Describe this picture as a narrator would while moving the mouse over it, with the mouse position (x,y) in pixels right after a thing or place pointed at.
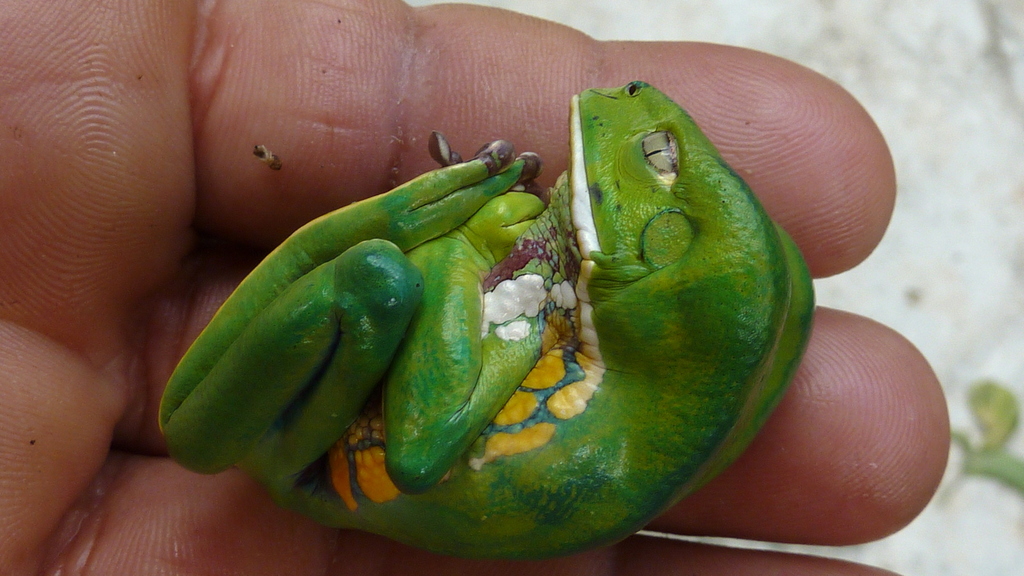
In this image, we can see a person's hand (141,167) with an animal (691,172). We can also see the ground (982,144).
